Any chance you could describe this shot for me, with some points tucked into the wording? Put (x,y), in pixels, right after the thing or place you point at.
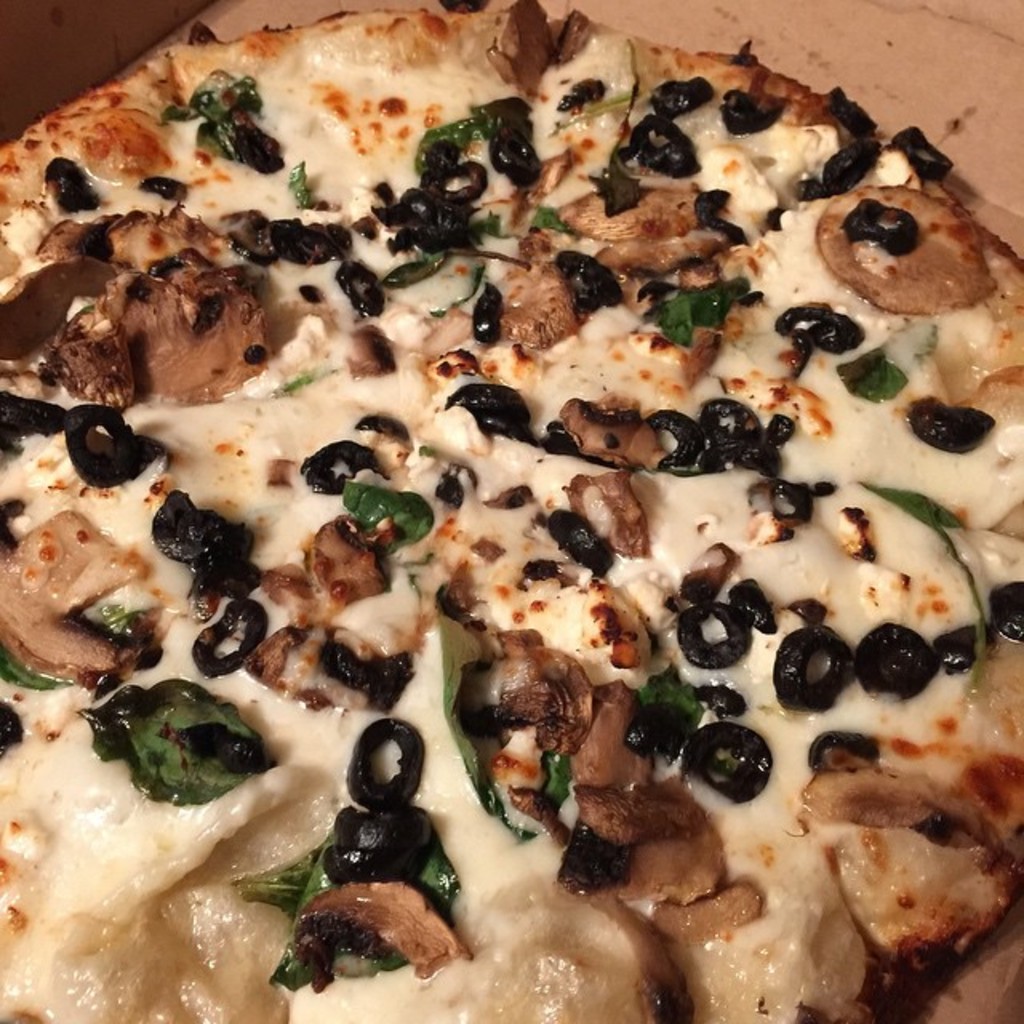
In this picture there is a pizza (626,493) which has few black color objects (714,419) placed on it.
